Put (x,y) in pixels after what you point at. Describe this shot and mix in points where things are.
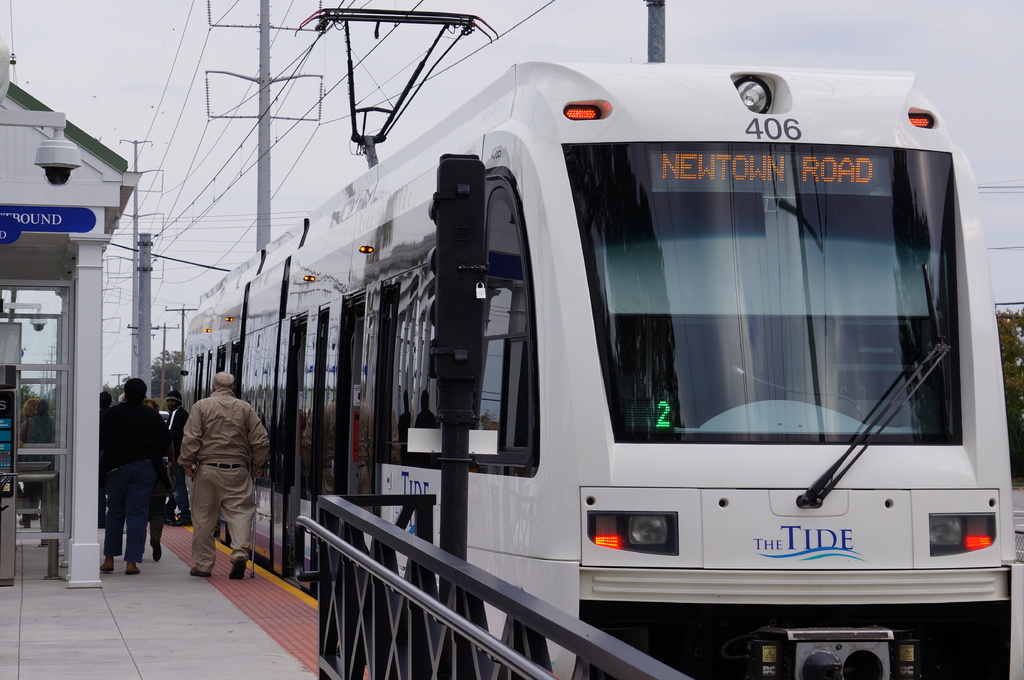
In this image we can see a train (413,310) standing on the track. In the foreground (396,502) we can see a pole (459,399) with traffic lights (447,391) and a metal barricade (354,599). On the left side of the image (251,487) we can see group of persons (159,492) standing on the path (156,583), a building (91,338). In the background (319,143), we can see security camera (62,161) and sky (108,53).
